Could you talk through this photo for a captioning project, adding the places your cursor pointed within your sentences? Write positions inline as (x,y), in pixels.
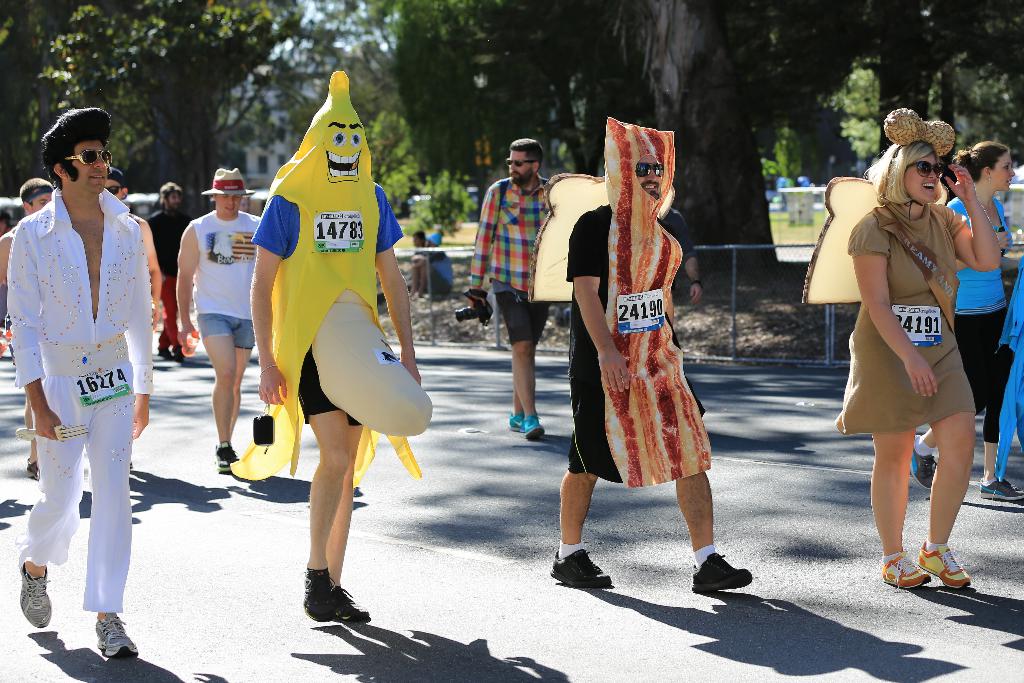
In this image there are group of persons (641,396) walking in the center (626,230). In the background (261,100) there are trees (529,127), there is grass (455,244) on the ground (455,244) and there are persons (435,284) sitting and there is a building (256,156).
